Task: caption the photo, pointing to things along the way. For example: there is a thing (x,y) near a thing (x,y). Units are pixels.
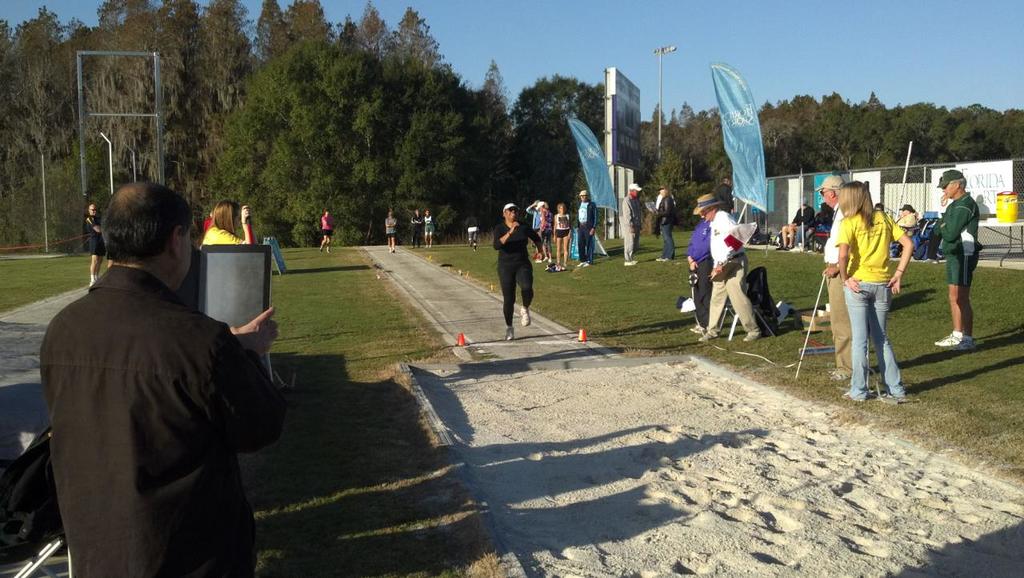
There are people (99,227), this man (112,340) holding a gadget (223,275) and this woman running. We can see bag (42,455), grass (438,538) and sand (866,468). In the background (1013,199) we can see yellow object (999,193) on the table (994,226), bags (924,230), fence (776,218), boards (795,200), banners (745,175), hoarding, light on pole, poles (159,156), trees (822,134) and sky (712,11).
